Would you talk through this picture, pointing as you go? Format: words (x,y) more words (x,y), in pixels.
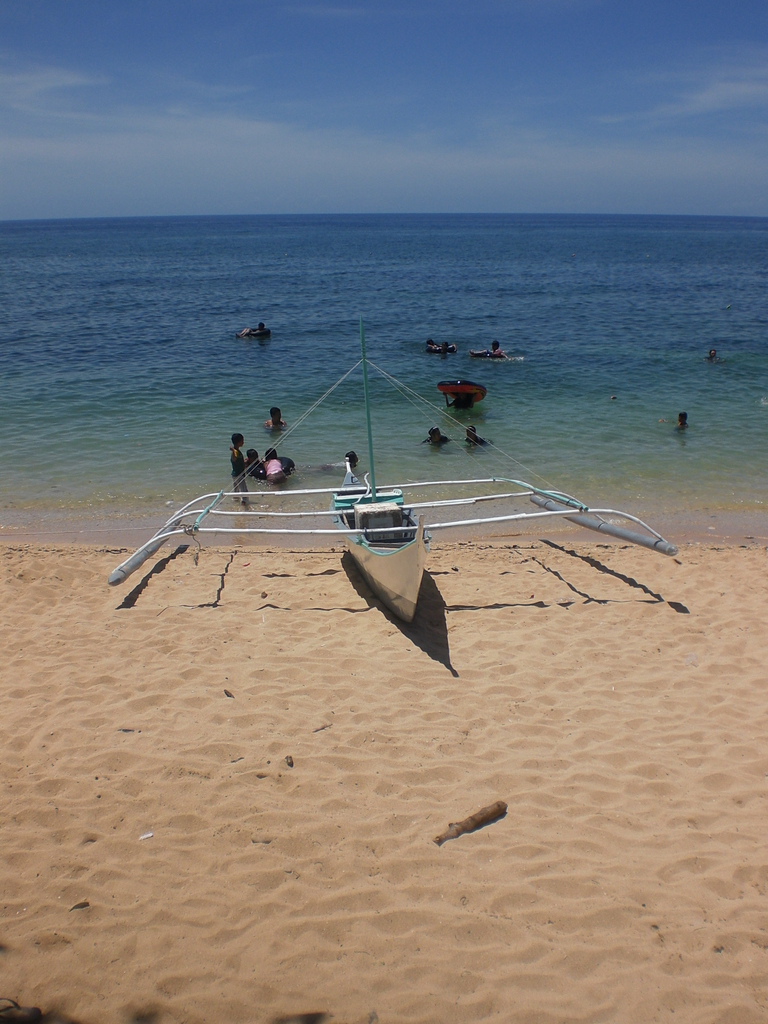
In this image I can see the sea (155,270), and I can see persons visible on the sea (454,438) and I can see a boat (325,534) visible in front of the sea (231,421), at the top (123,146) I can see the sky (522,135).
